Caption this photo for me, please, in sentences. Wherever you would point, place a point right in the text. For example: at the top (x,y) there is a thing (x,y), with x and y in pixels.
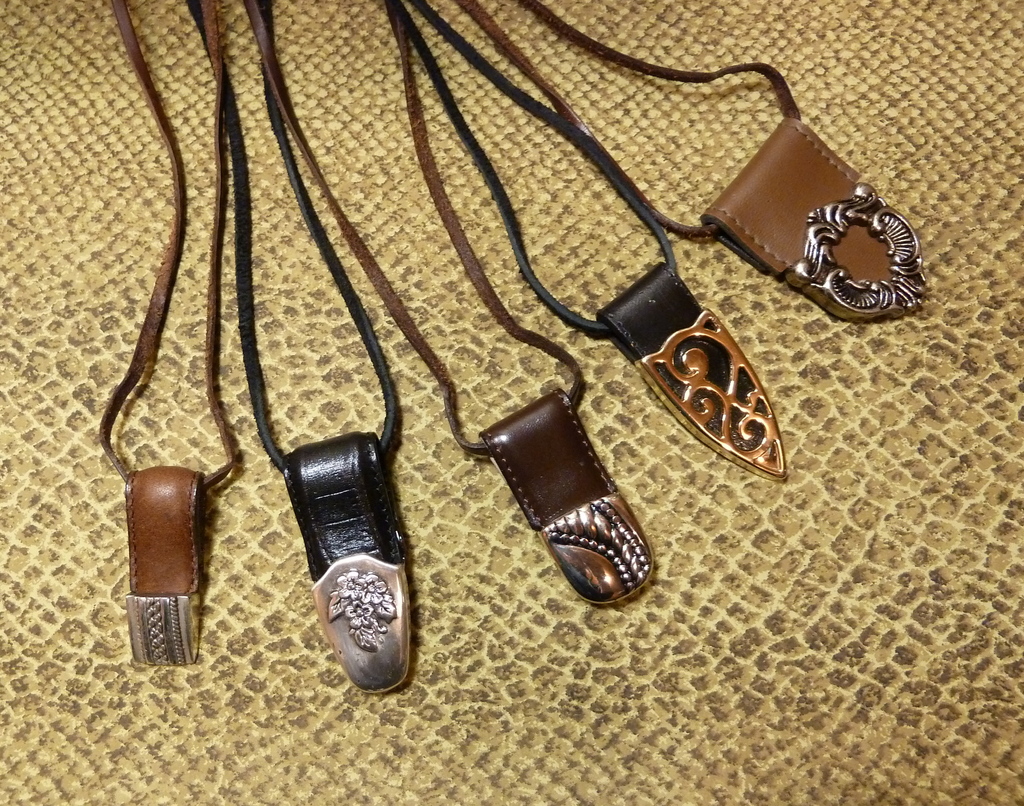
In this image there are necklaces (805,257) which are on the yellow colour surface (66,369).
